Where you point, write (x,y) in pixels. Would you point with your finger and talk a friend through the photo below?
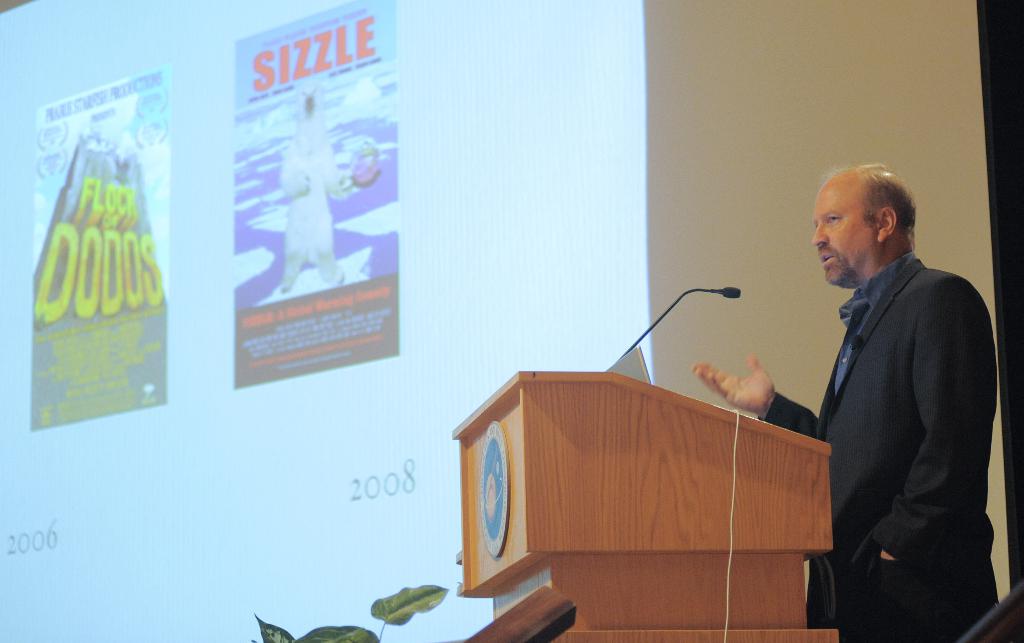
In this image we can see a person (972,361) talking. In front of the person (866,414) there is a podium (638,403) with mic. Behind the podium (533,472), we can see a projected screen (531,192). On the screen (471,149) we can see some images (351,200) and text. At the bottom (408,599) we can see the leaves (398,613).
